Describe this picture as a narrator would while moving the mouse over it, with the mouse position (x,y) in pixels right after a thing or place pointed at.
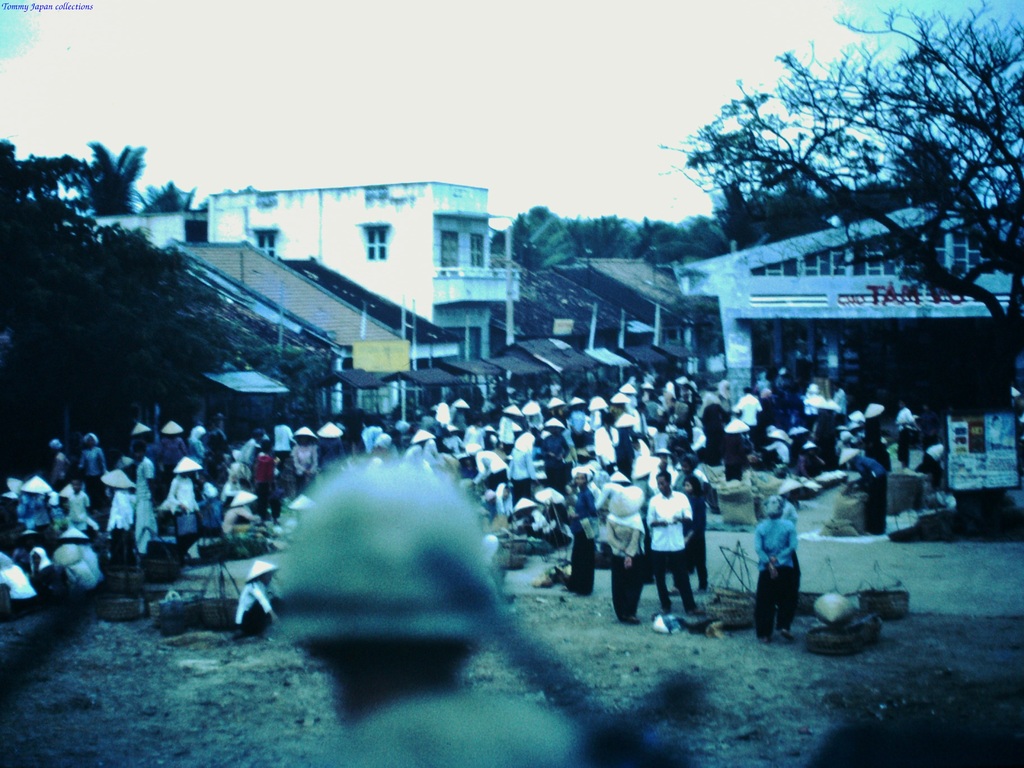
In this image, there are a few houses (862,340). We can also see some people (617,557). We can see the ground (795,628) with some objects (181,627). We can see some trees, poles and boards (361,356). We can also see the sky (631,125).
